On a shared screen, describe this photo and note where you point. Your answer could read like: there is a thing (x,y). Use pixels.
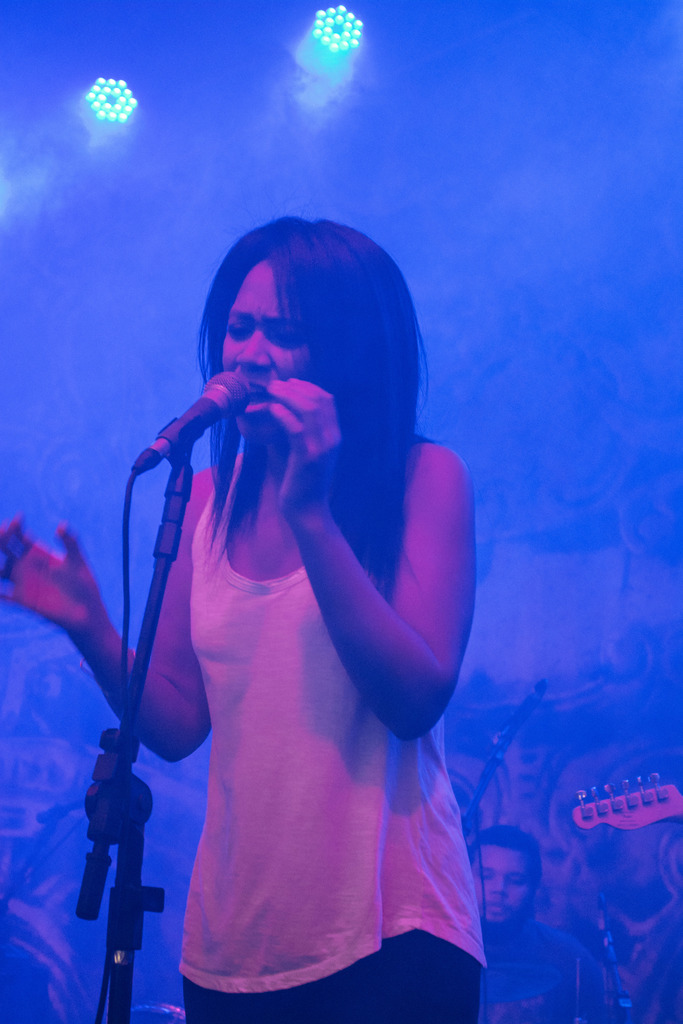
A person (291,778) is standing and singing. There is a microphone (211,381) and its stand (100,825) present in front of her. There are other people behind her. There are lights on the top (111,111).
